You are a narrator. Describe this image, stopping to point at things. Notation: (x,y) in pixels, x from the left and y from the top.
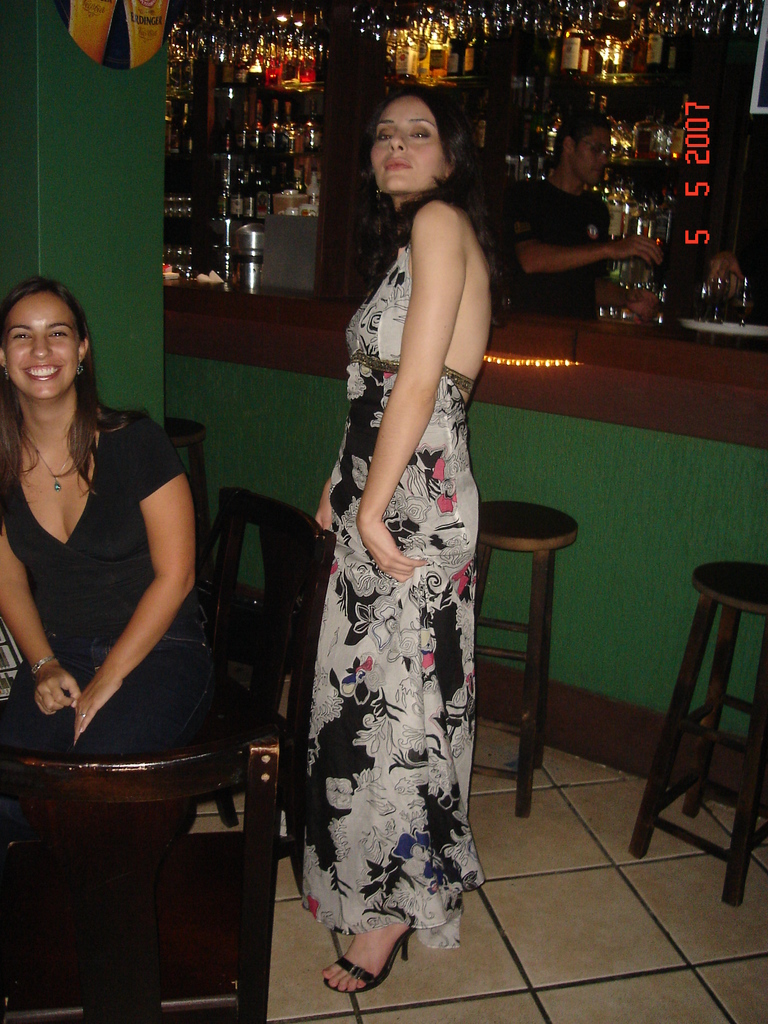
In the center (365,432) we can see one woman (434,548) standing, she is wearing white long frock (394,702). On the left (102,629) there is a woman (143,458) sitting and she is smiling. In the background (303,137) we can see wine bottles (609,193), table (648,331), stools (722,642), chair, pillar (51,253), wall (626,617) and one more man (573,209) standing.
